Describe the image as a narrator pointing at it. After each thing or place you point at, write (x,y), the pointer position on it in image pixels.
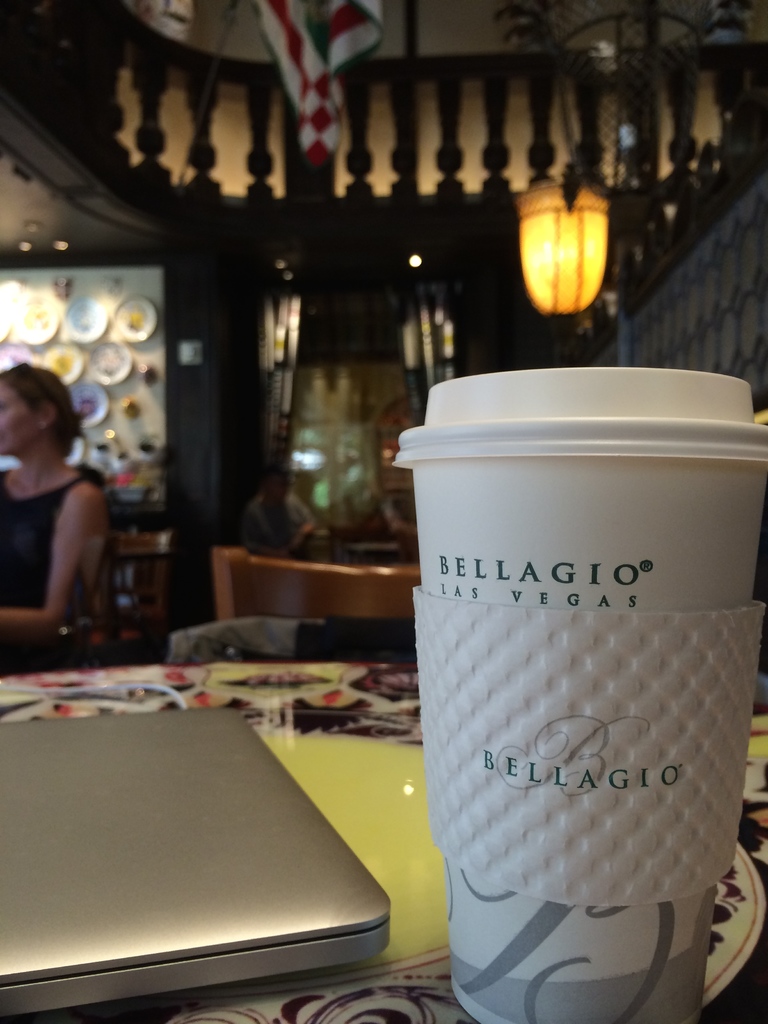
In the foreground of the picture (323,705) there is a table (336,768), on the table (364,755) there are laptop (102,830) and a cup (475,461). In the center of the picture (364,534) there are chairs (143,566), woman (58,511) and other objects (341,415). In the background (70,353) there are flag (283,22), lamp (541,256), railing (149,136), lights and plates (102,323) maybe frames like object (120,326) on the wall (128,436).
